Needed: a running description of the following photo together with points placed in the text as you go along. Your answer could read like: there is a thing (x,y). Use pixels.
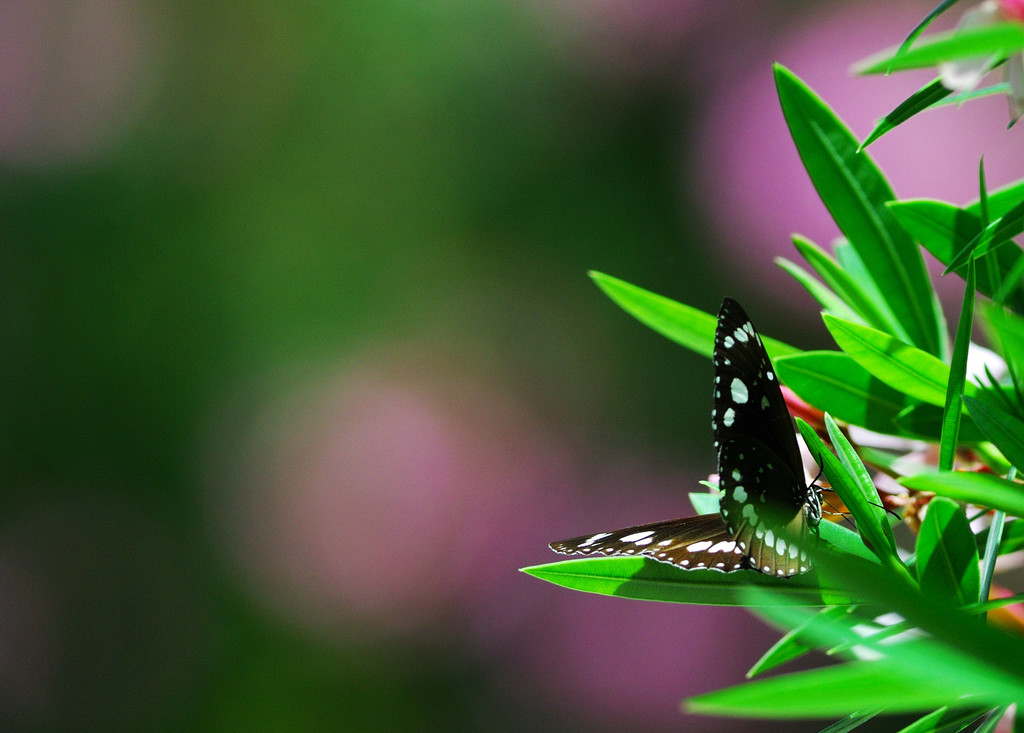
In this image I see the green leaves (946,239) over here and I see a butterfly (726,456) which is of brown and white in color and I see that it is blurred in the background (644,163).
